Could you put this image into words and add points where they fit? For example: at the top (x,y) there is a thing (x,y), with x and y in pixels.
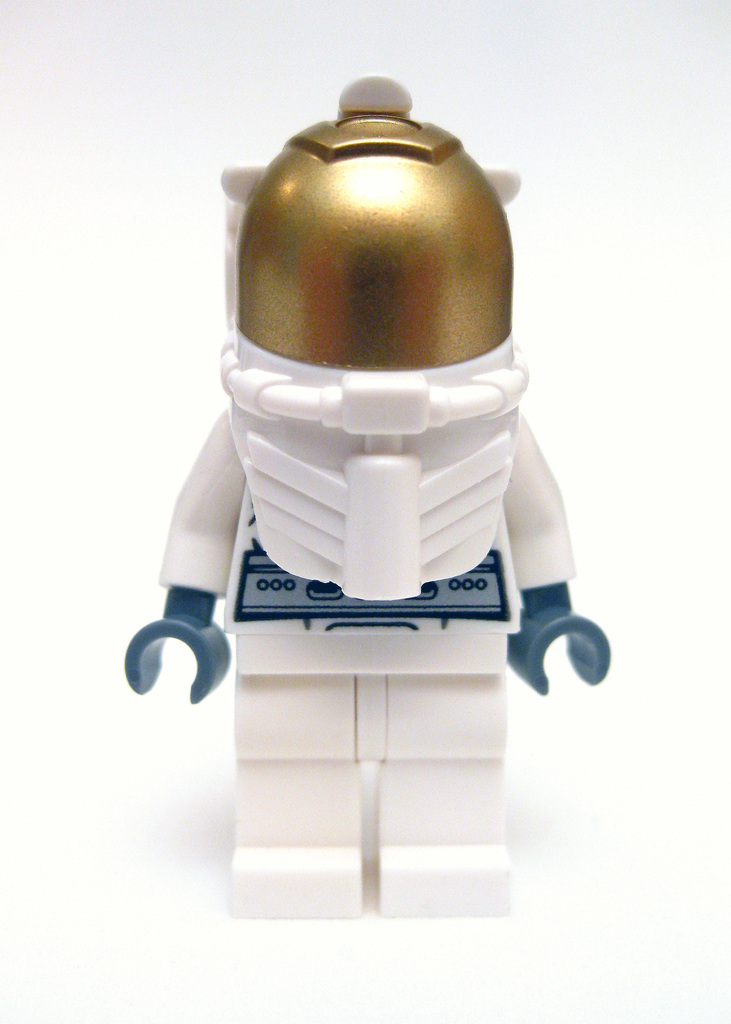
In the center of the image (408,544), we can see a lego (297,671).
